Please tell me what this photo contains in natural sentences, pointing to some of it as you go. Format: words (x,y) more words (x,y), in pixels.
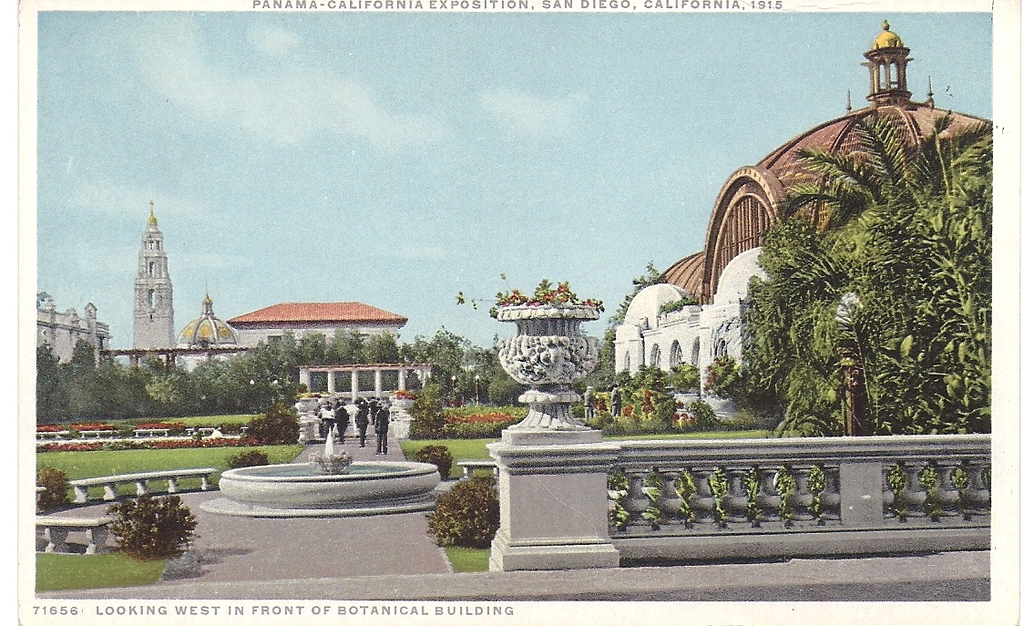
In this image there is the sky (459,178), there are buildings (329,379), there is a building (63,344) truncated towards the left of the image (68,330), there is a building (888,85) truncated towards the right of the image (703,292), there are trees (387,354), there are trees (48,371) truncated towards the left of the image (59,382), there are trees (889,315) truncated towards the right of the image (874,195), there are plants (125,505), there is grass (105,466), there is a bench (70,526), there is a fountain (319,459), there are group of persons (376,427) walking.
